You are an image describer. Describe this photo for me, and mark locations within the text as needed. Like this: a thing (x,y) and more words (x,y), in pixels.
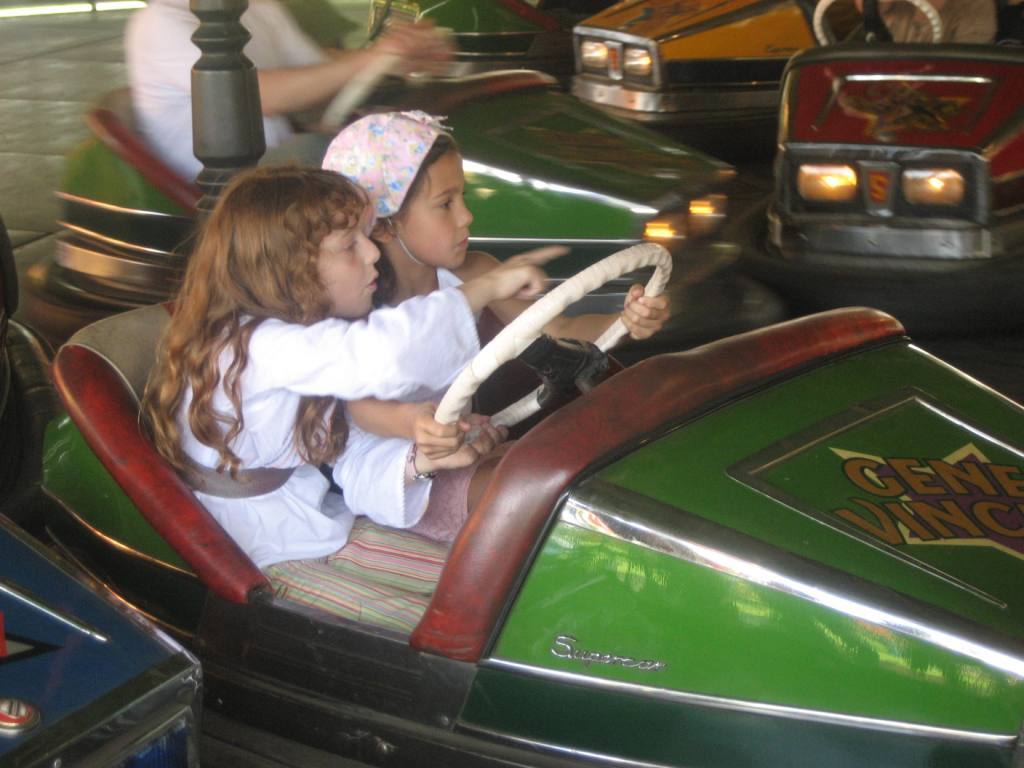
In this picture a child (278,233) is sitting in a car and driving, and beside her another child (402,177) is sitting with her, and we can see another car (544,126) a person (356,63) holding a steering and sitting in it.
